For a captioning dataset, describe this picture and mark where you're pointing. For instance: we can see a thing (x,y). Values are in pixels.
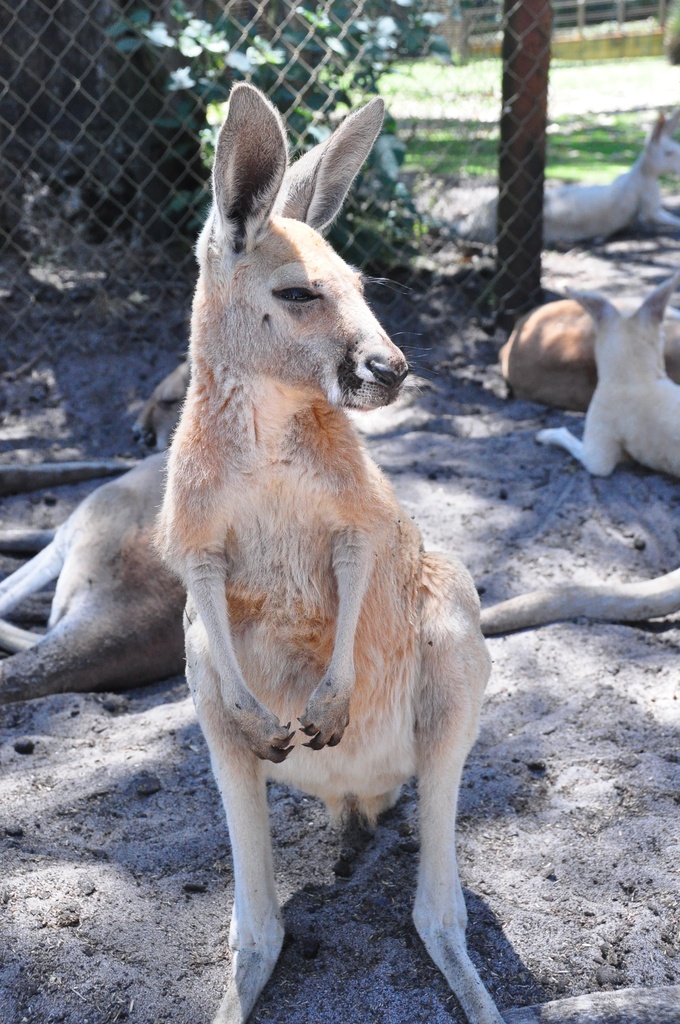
In this image there a few animals (107,549) sitting on the ground (561,728). In the foreground (248,520) there is a kangaroo (258,635) standing on the ground (524,863). Behind them there is a fencing (246,80). Behind the fencing (311,84) there are plants (286,56) and grass (447,116) on the ground (562,106).
